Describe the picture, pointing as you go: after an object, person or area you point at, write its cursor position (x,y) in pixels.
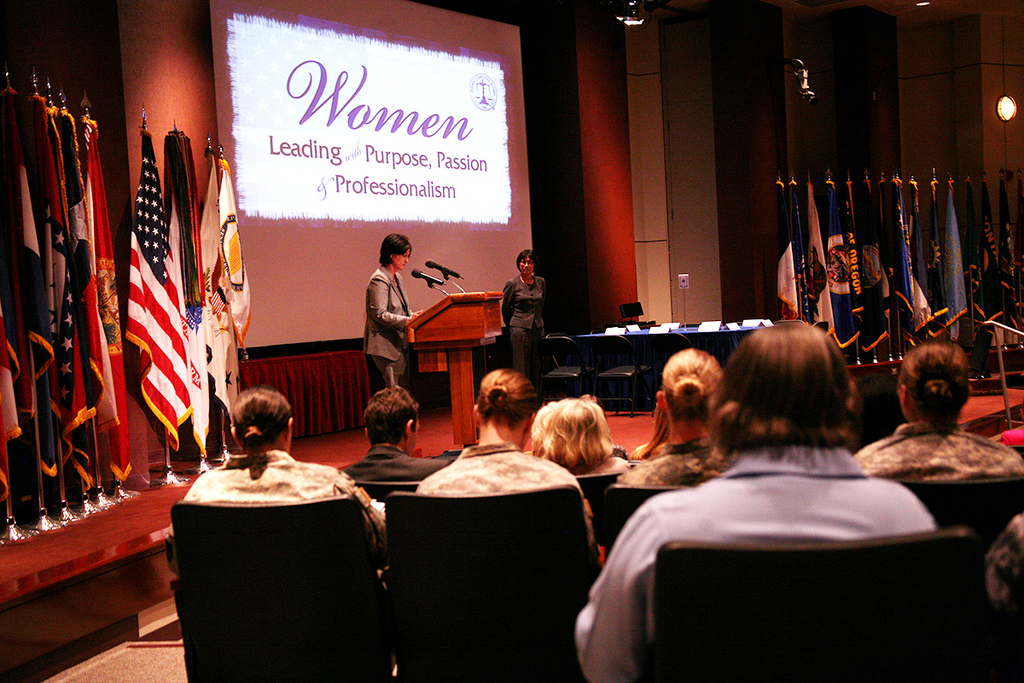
In this picture there are people (436,486) those who are sitting on the chairs (260,555) at the bottom side of the image (259,496) and there is a stage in front of them and there are flags (157,314) in series in the image and there is a lady (396,304) on the stage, there is a desk (426,330) and mics (446,270) in front of her, there are lamps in the image.
